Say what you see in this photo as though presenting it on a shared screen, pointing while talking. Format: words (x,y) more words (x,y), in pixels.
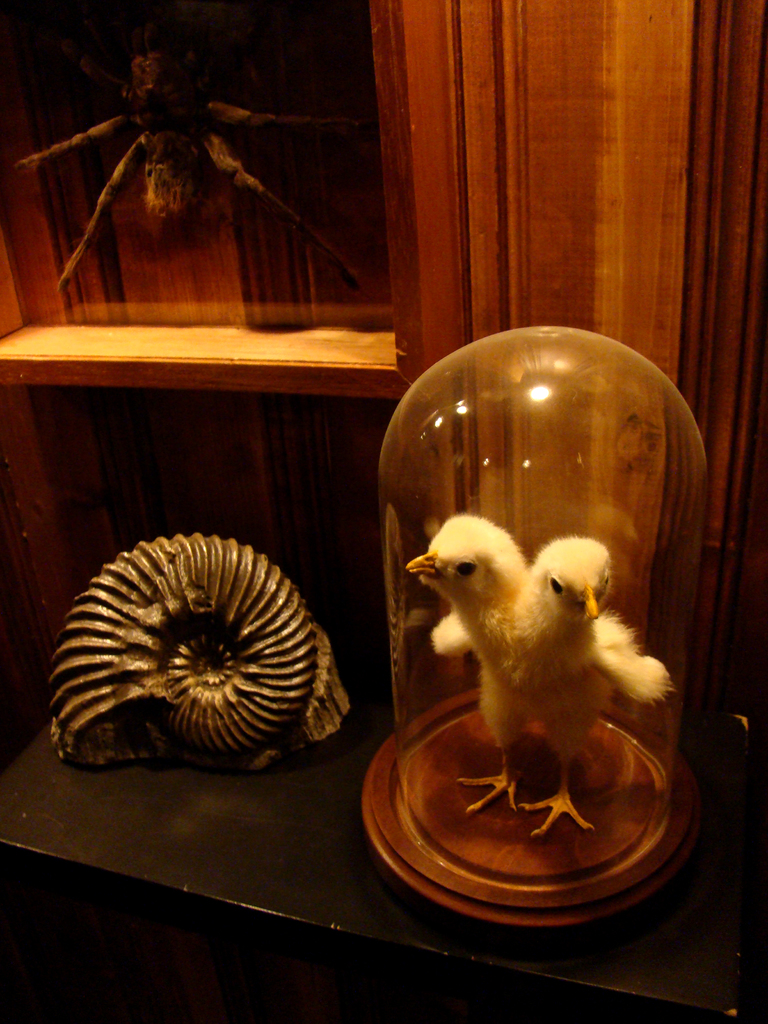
In this image we can see a shelf (48,771), in the shelf (199,386) there is a bird (534,582) with two heads (472,566) inside the glass (468,829), there is a spider (168,152) and a decorative item (227,681) which looks like a shell (294,594).
